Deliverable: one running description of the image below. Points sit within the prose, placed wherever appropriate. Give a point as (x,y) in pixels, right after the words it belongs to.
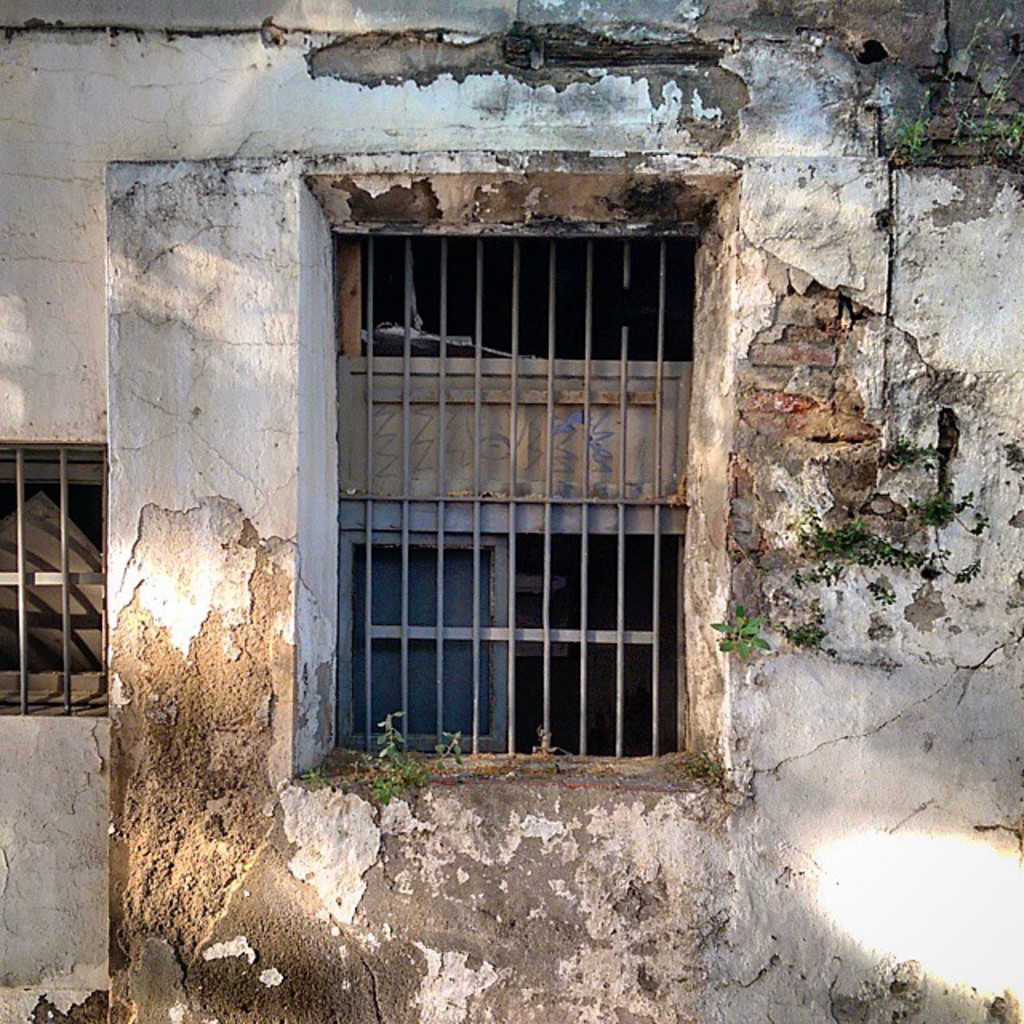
In this image there is a damaged building (366,910) with window (683,251).
